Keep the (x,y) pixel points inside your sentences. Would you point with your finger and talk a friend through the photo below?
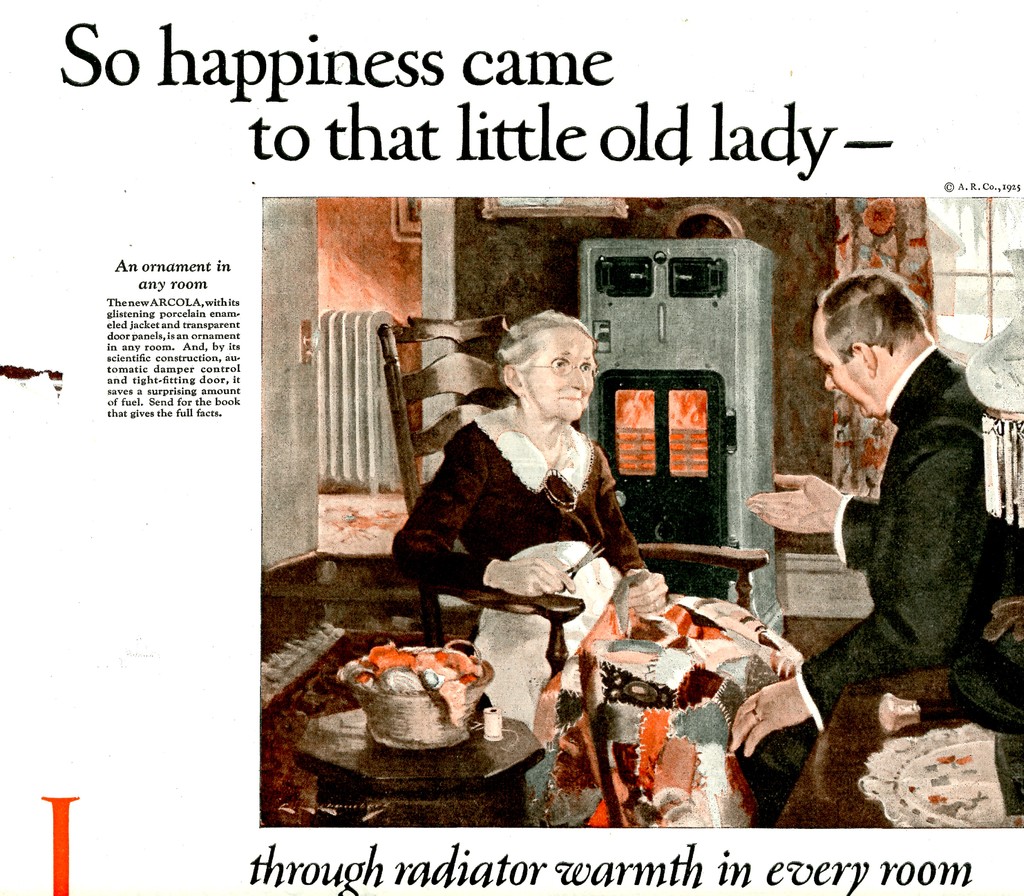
In this image we can see two persons (498,500) sitting on chairs (524,599). One woman (635,547) is holding a scissor (580,566) in her hand (528,587) wearing spectacles (559,358). In the background (886,244) we can see curtains (900,249), a table (346,716) and a basket (479,694) on it.
